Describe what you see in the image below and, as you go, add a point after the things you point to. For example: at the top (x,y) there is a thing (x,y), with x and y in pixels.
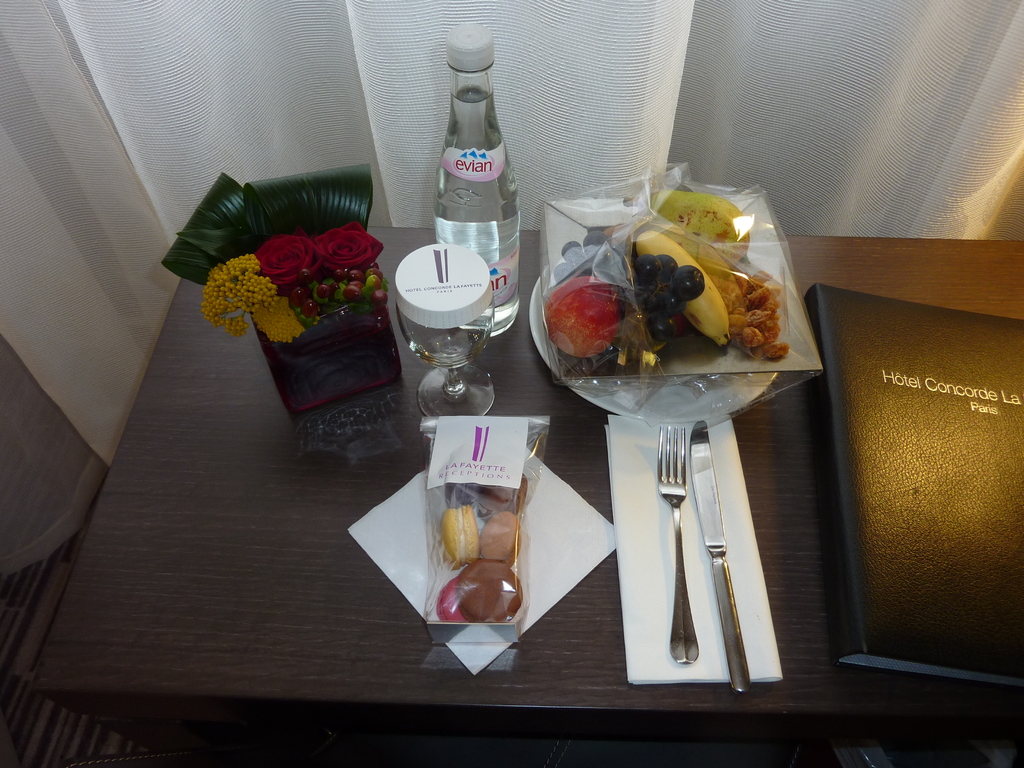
In the picture there is a table (953,284). And on the table (928,291) there is a menu book (901,477), plate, fork (666,465), knife (706,479) wine glass (472,354), bottle (460,244), holder (349,318) with flowers (317,312) in it, fruits (596,295) and macarons (485,525). In the background (89,315) there's curtain (508,47).
